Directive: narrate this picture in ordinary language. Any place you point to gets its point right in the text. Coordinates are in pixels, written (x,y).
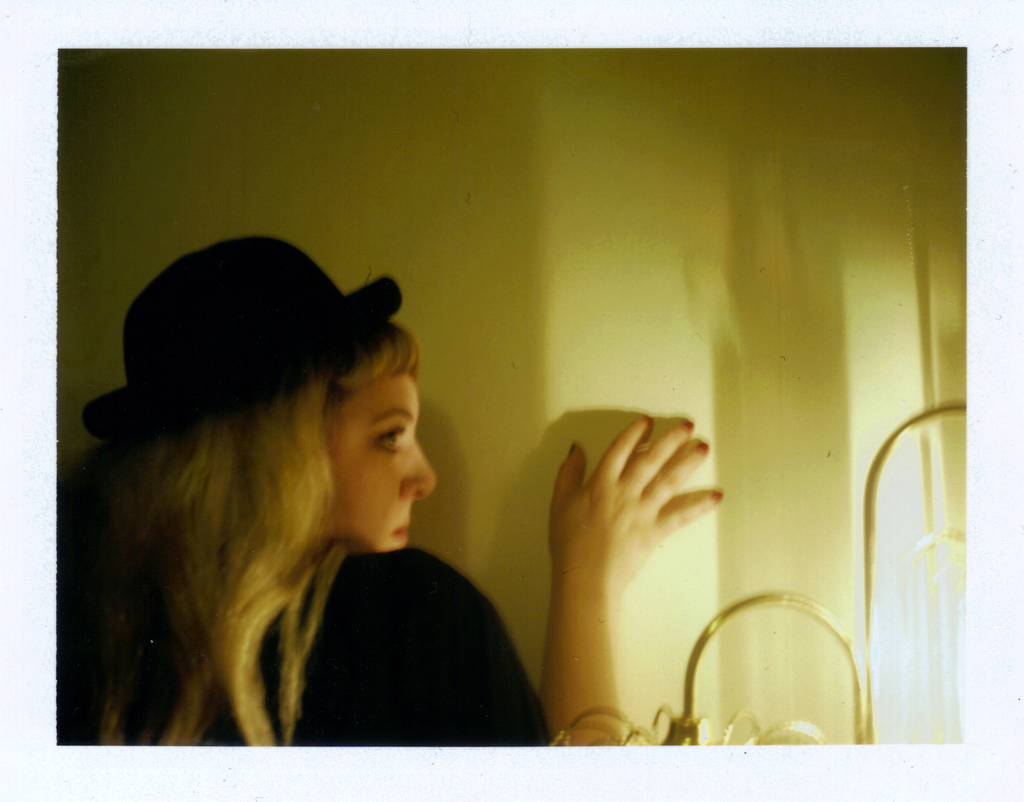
In this image we can see a woman (396,661) wearing black color hat (156,433) is standing near the wall (539,342). Here we can see the lights (930,639).
